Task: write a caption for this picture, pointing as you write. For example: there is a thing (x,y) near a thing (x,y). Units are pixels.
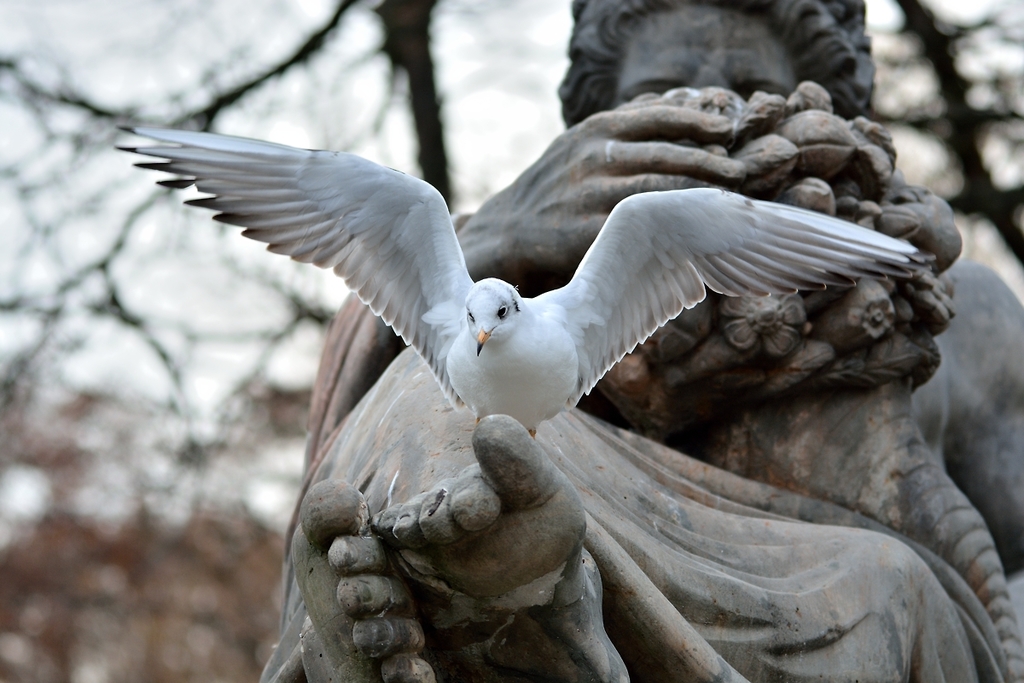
In the center of the image (472,310) there is a bird (547,302) on the statue (731,318). In the background (209,9) there is a tree (132,112) and sky (460,56).
